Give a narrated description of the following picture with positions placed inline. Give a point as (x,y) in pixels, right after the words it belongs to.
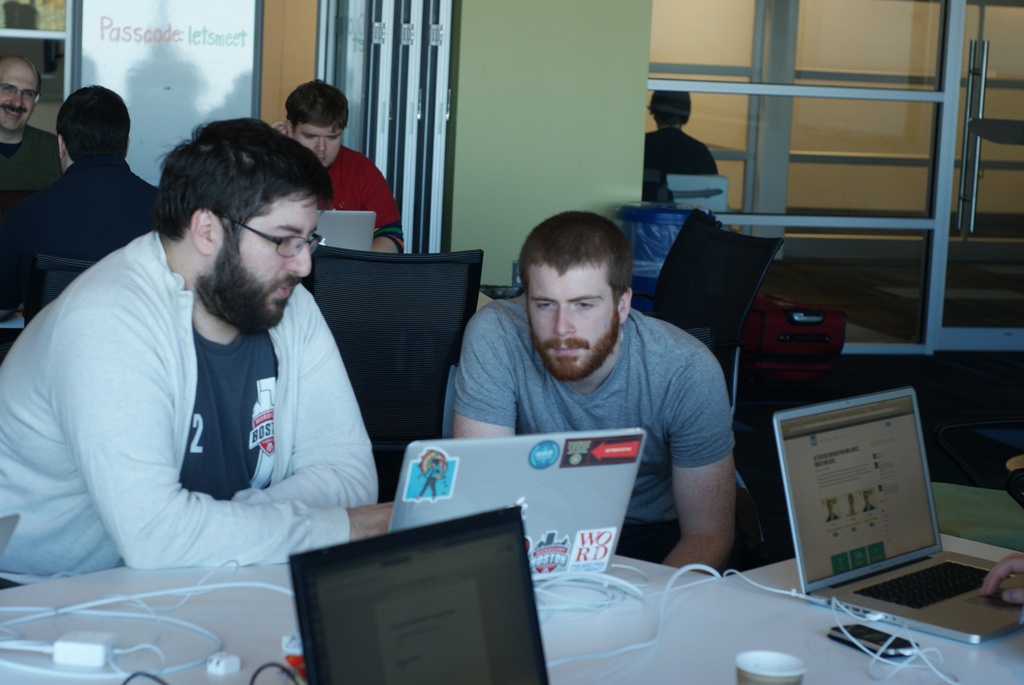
In this image, we can see persons (92,255) wearing clothes (466,396). There are two persons (496,398) sitting in front of the table (705,591). This table (690,633) contains laptops (793,449), cables (567,583), cup (787,664) and phone (853,633). There is a window (848,322) in the top right of the image (823,113). There are chairs (414,316) in the middle of the image (377,334). There is a board (198,88) in the top left of the image (161,48).
